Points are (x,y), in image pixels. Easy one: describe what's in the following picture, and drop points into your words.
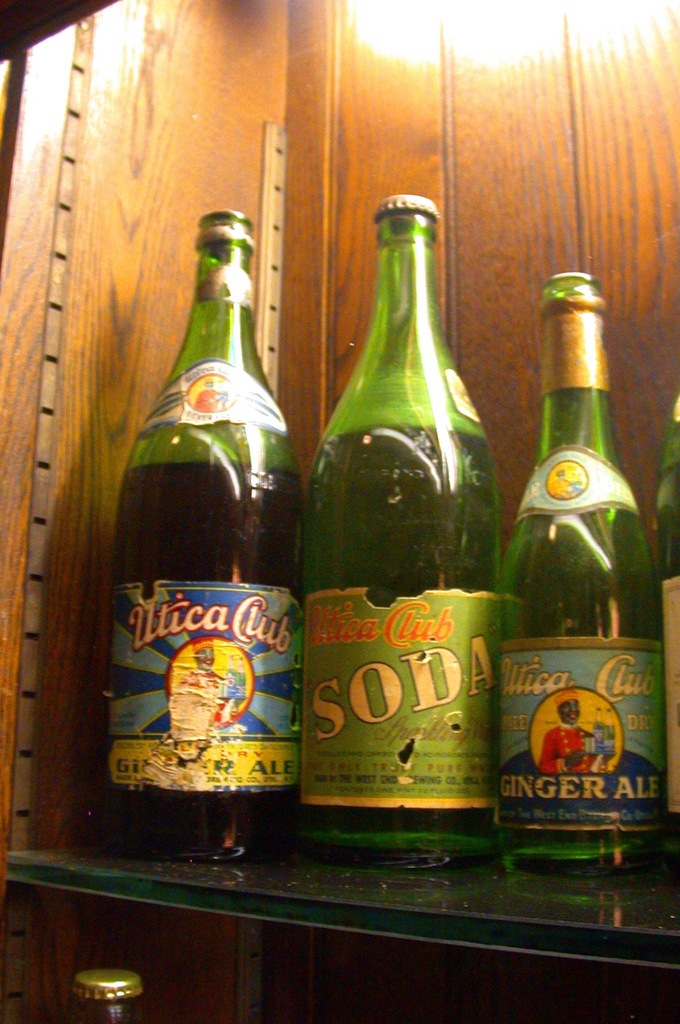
there are a few bottles (216,842) on a shelf (200,882).
